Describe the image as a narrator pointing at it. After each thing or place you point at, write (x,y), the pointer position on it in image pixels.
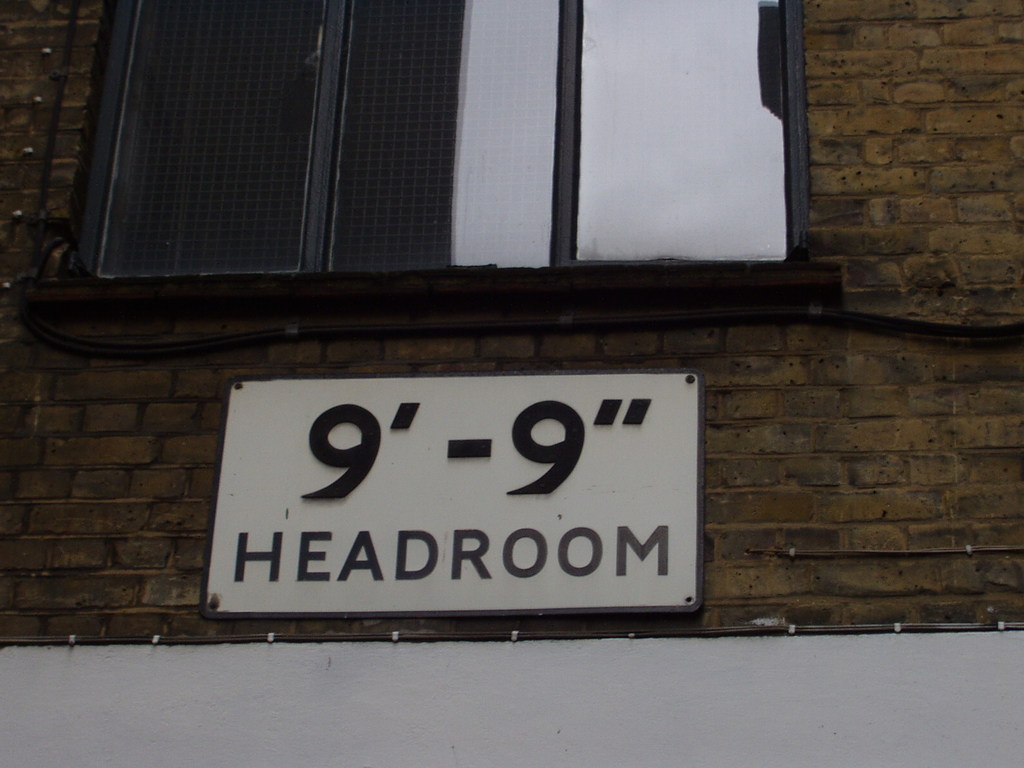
In this picture we can see a window (310,268) and a name board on the wall (834,447).
